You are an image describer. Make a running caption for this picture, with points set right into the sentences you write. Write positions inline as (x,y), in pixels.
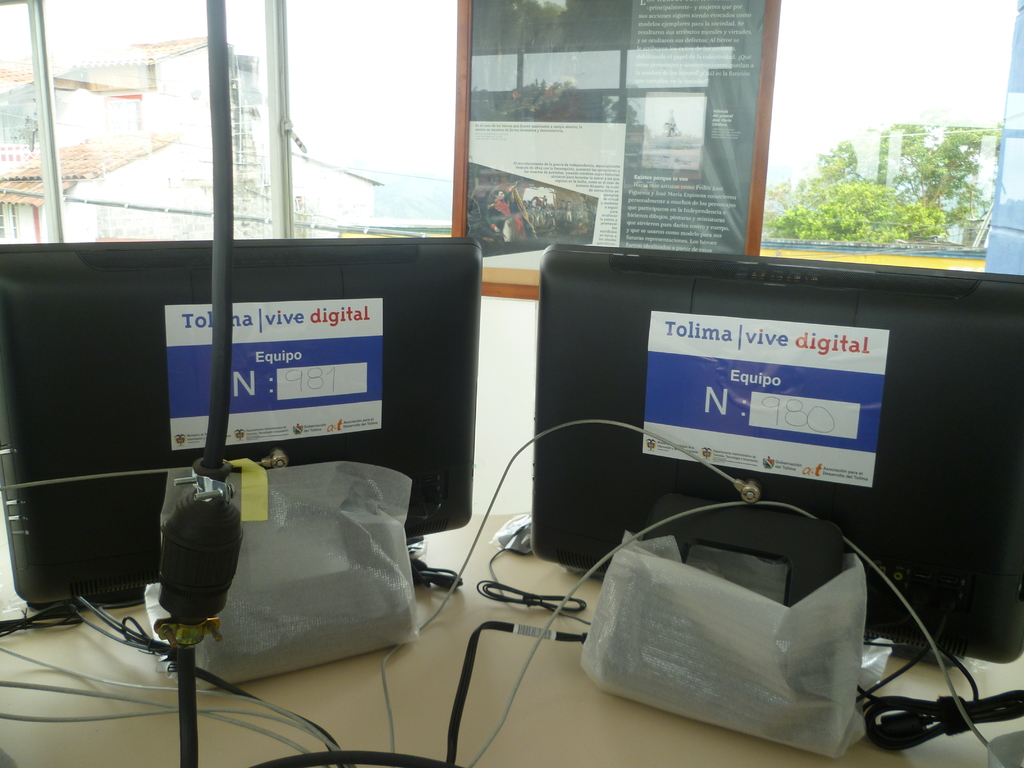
This picture consists of two systems (95,512) and cable wire (62,608) and poster board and at the top (179,134) I can see window (192,133), through window (391,16) I can see houses (124,146) and trees (794,201).
